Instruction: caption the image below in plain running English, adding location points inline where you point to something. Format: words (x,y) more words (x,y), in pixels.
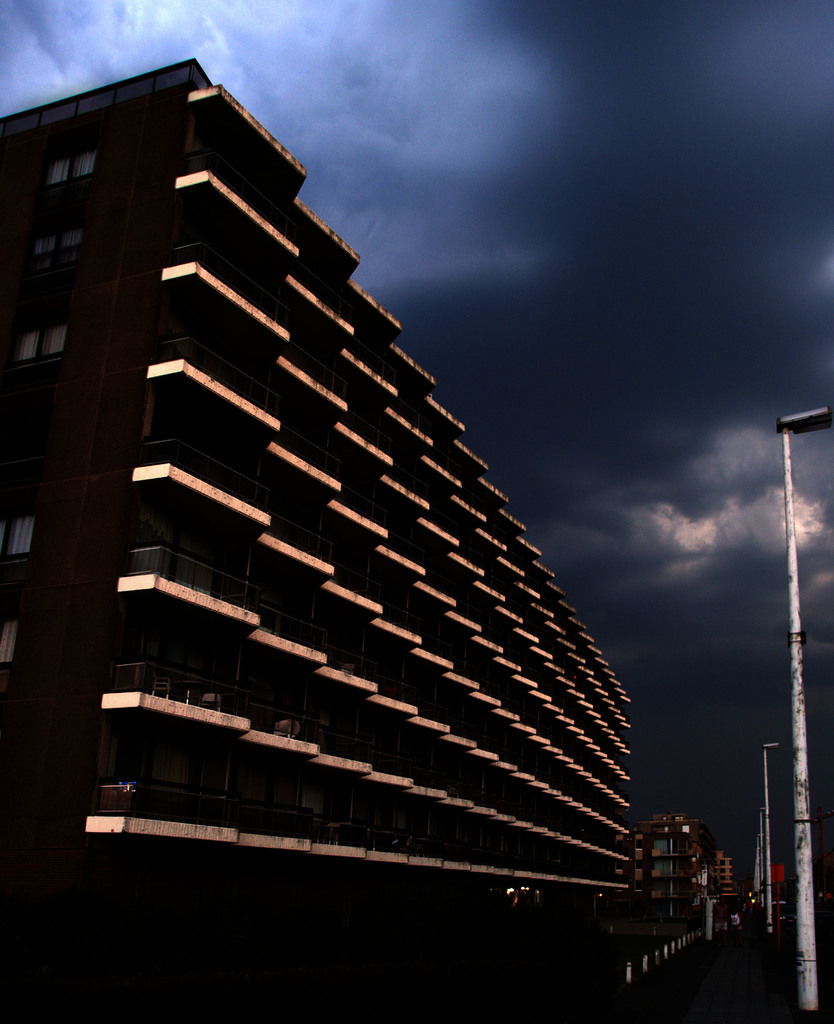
In this image there are light poles (816,996), buildings (569,745), poles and a board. In the background of the image (776,564) there are clouds (659,505) in the sky (675,233).
